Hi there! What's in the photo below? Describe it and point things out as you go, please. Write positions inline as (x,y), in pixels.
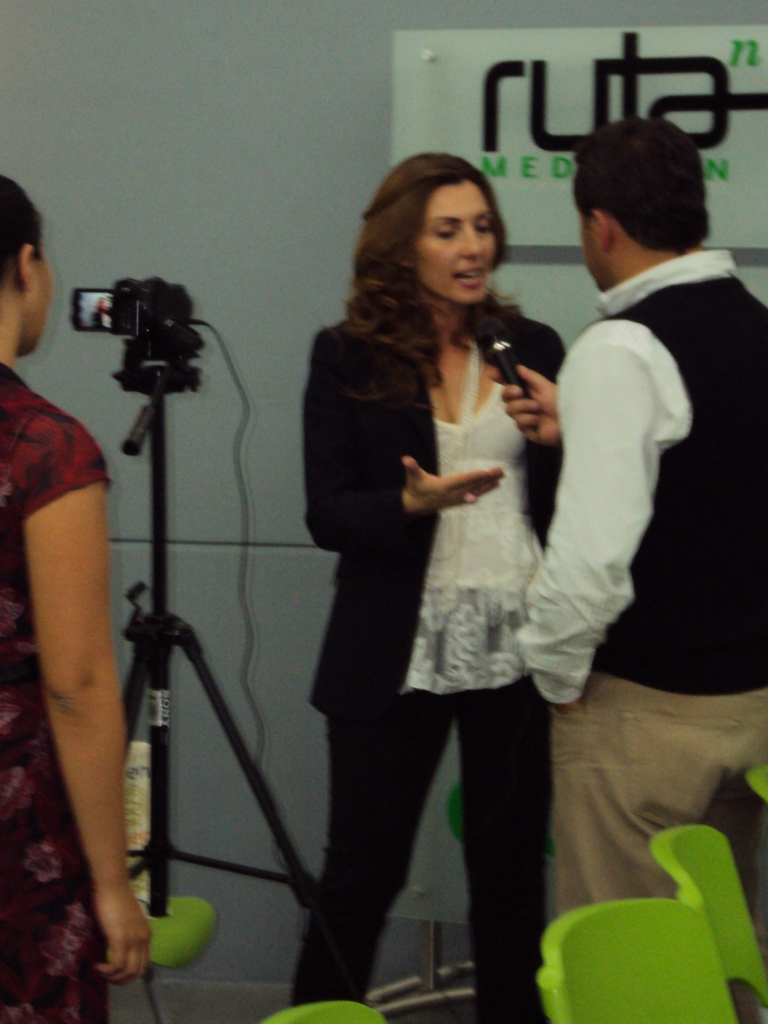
In this image I can see a woman (487,479) wearing white dress (472,548), black blazer (377,530) and black pant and a man (589,570) wearing white shirt (595,542), black jacket (685,534) and cream colored pant (654,752) is standing and holding a microphone (501,361). I can see a camera (163,340) and a woman (47,294) wearing red color dress (52,451) is standing. I can see few chairs (671,938) which are green in color. In the background (418,923) I can see the grey colored wall (206,118).
